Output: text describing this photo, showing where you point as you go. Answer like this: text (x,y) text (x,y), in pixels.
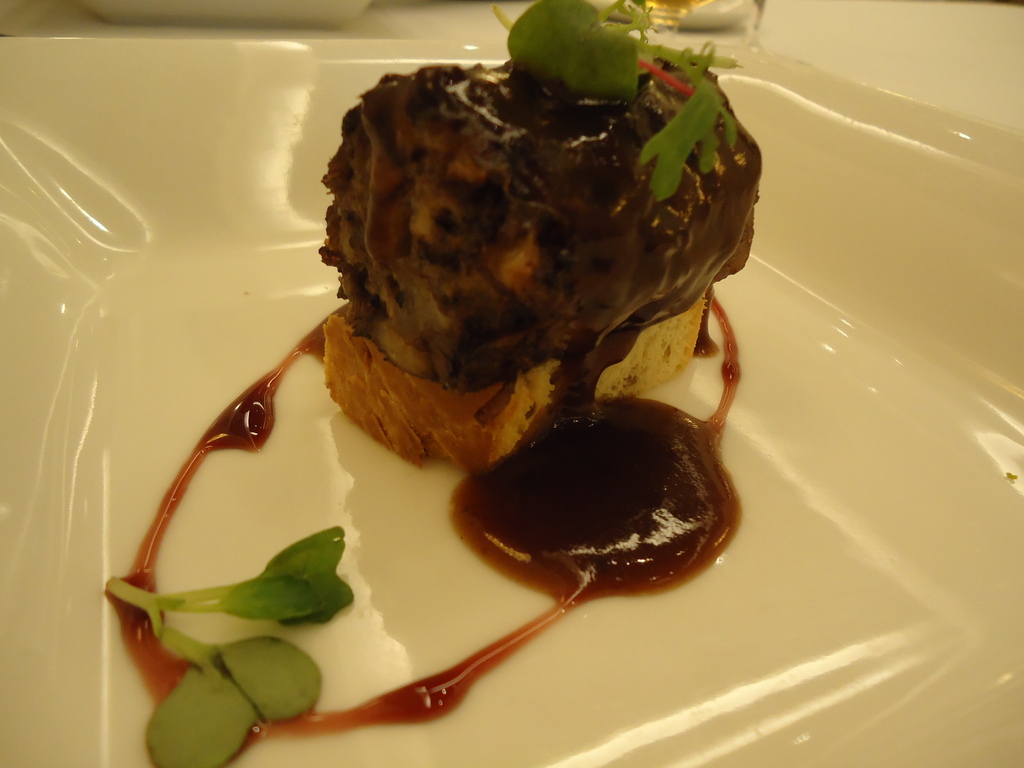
Here we can see a food item (353,362), sauce (635,172), small leaves (577,28) of a plant (517,53) in a plate (724,50) and we can see objects (218,1) on the platform (917,44).
